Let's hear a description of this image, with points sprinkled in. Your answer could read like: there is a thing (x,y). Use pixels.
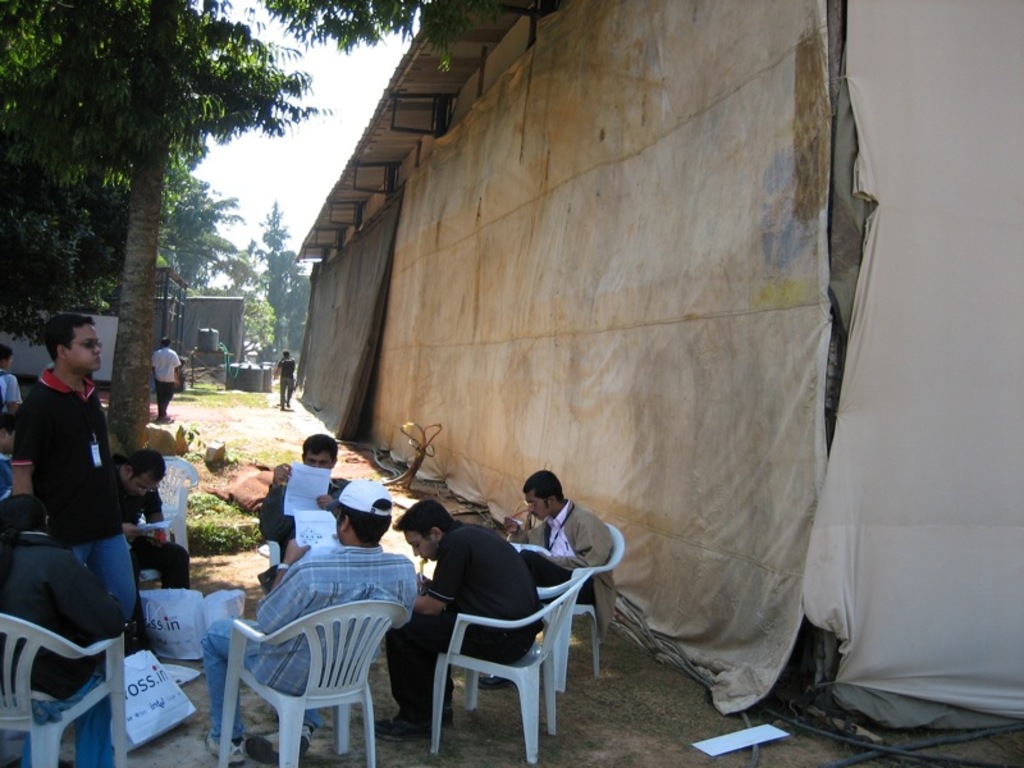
In the image in the center (374,483) we can see some persons (432,511) were sitting on the chair (375,642), and reading papers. And here we can see one man (88,463) standing. And coming to the background (145,310) we can see some persons (165,347) were standing and trees (186,136) and sky (327,143) and sheet (585,225).
